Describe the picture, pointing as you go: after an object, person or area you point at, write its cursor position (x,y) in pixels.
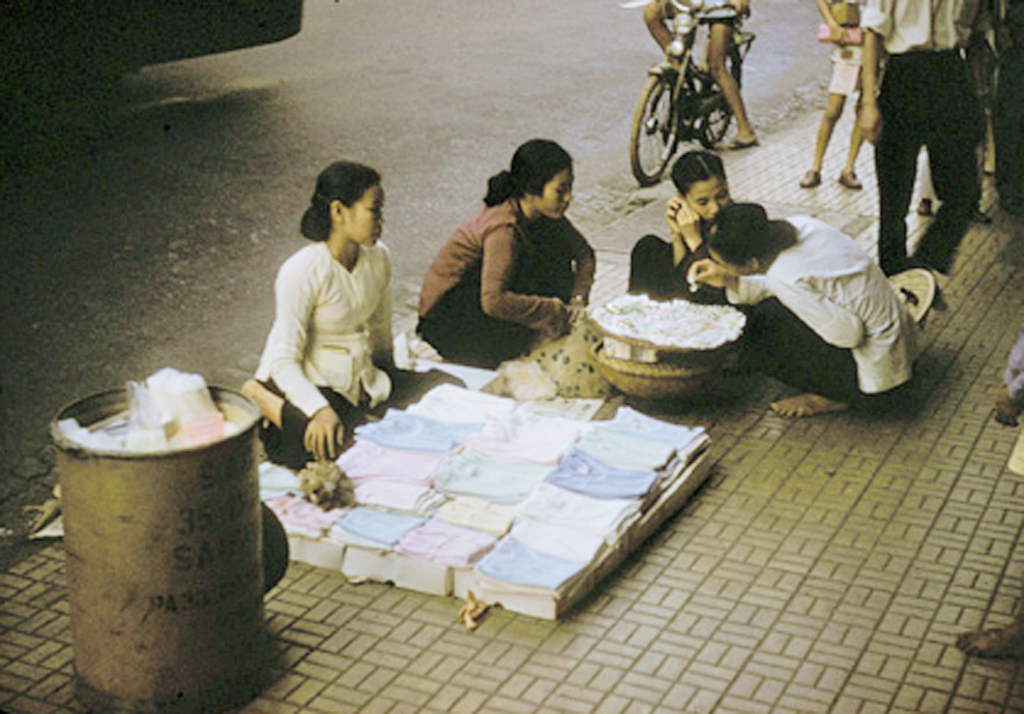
In this image, we can see persons (739,244) wearing clothes (819,234). There is a person (663,26) at the top of the image (664,28) riding a bicycle (683,39). There is a basket (664,378) in the middle of the image (621,340). There are some clothes (380,529) at the bottom of the image (383,501). There is a trash bin (181,536) in the bottom left of the image (197,599).
